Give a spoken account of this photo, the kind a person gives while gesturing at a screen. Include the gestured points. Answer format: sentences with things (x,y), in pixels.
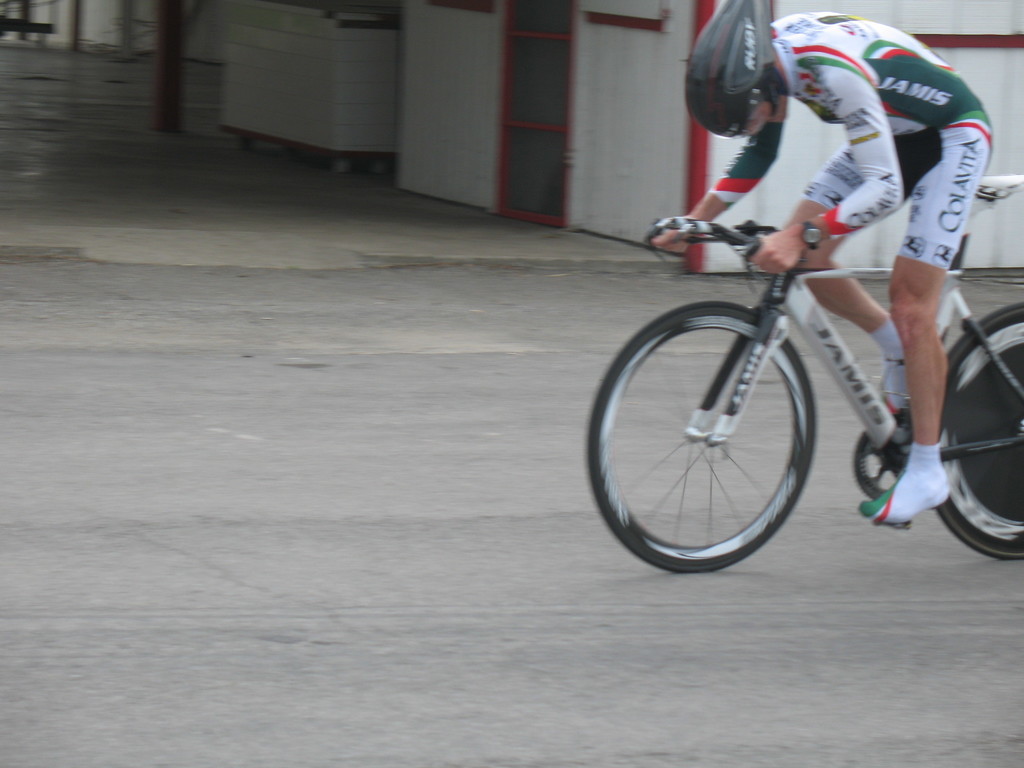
On the right side of the image (798,259), we can see a person (900,369) riding a bicycle (969,497) on the road (574,649) and wearing a helmet (739,114). At the top of the image (679,96), we can see box (322,74), shelter (520,88) and poles (158,85).
